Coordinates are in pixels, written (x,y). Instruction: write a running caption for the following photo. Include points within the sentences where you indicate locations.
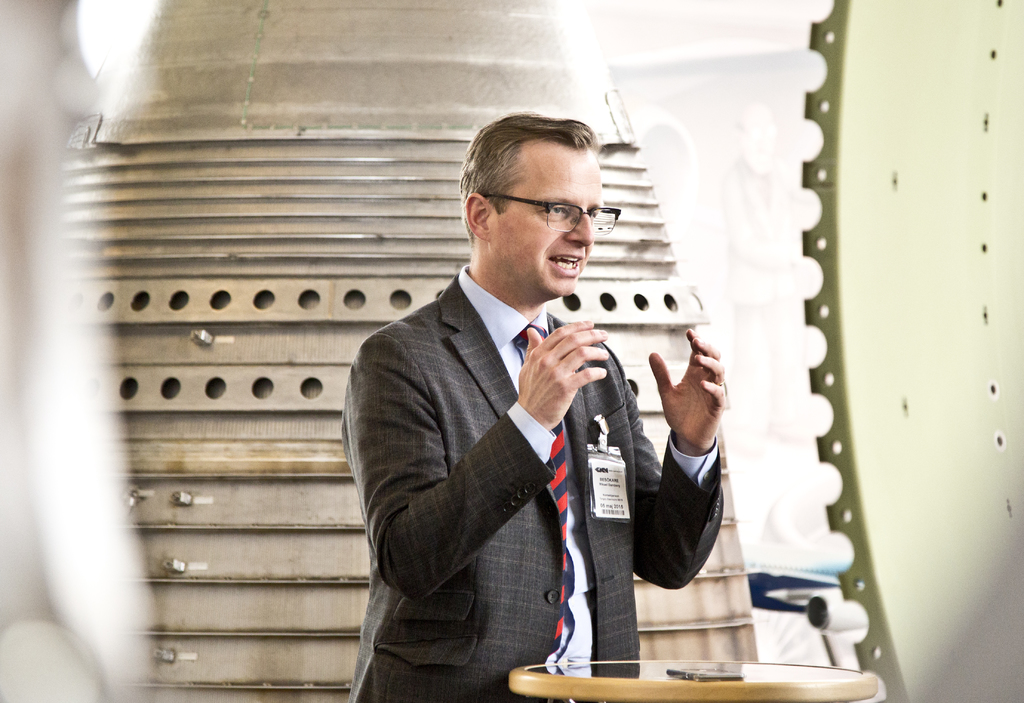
Here in this picture we can see a person (491,367) wearing a suit (471,379) and standing over a place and in front of him we can see a table (653,702) and we can see he is speaking something and we can see an ID card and spectacles (598,223) on him and behind him we can see some mechanical structures (295,304) present.
